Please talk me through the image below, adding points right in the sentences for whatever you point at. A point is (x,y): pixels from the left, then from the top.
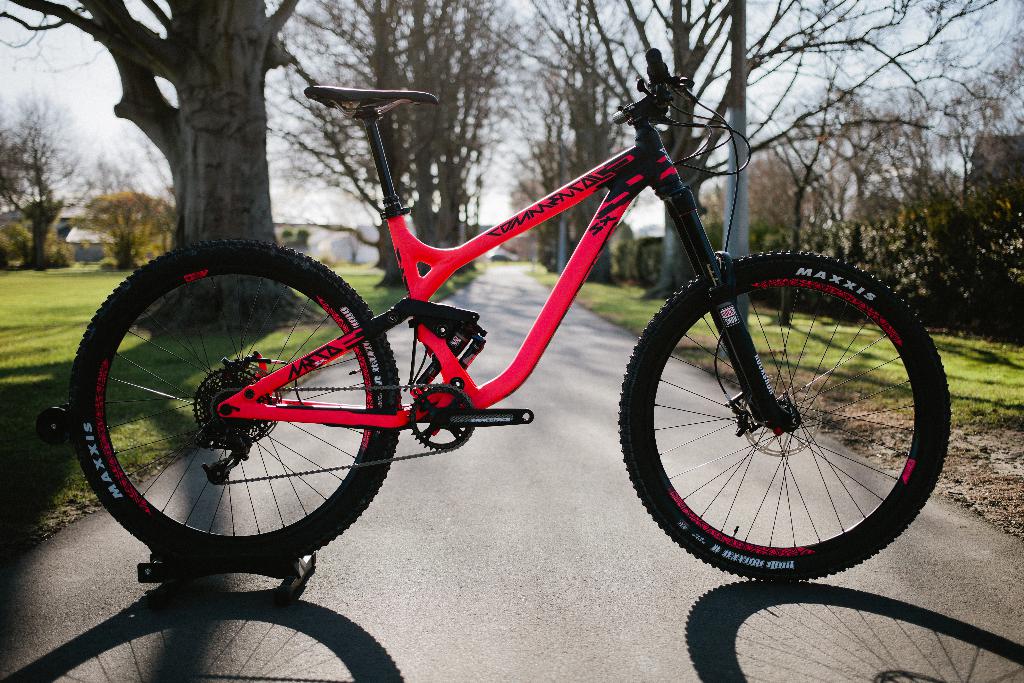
As we can see in the image there is a bicycle (820,279), trees (456,70), grass (58,280) and in the background (57,240) there are trees (272,221). On the top (281,117) there is sky (62,91).
